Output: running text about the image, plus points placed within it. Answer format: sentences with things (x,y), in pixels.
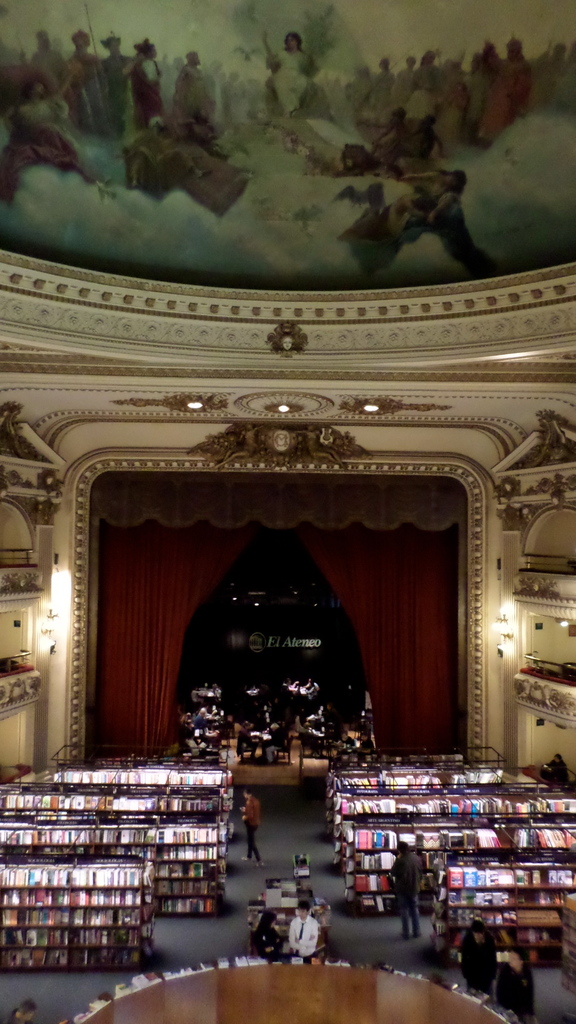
This is a picture of a library (59,462). At the top (162,39) there is a frame (326,326). At the bottom (78,899) there are bookshelves (424,795), books (368,834) and people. In the center of the picture (382,590) there is a curtain (162,617).
